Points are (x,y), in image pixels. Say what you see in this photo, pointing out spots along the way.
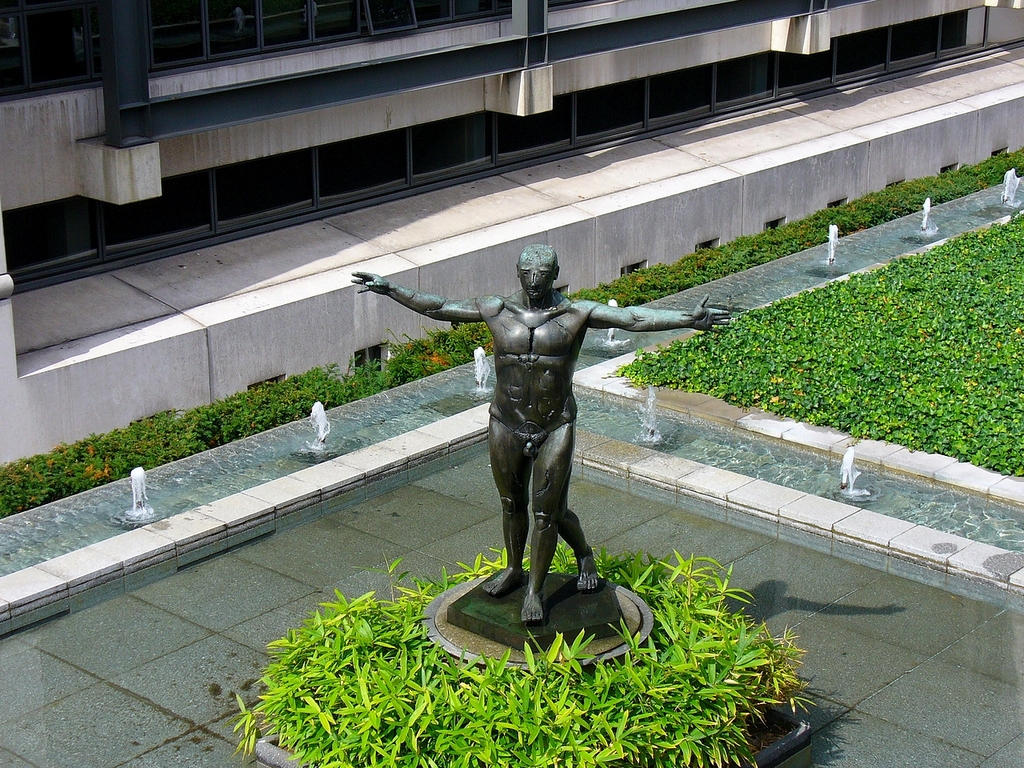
Front we can see statue (515,381). Around this statue (520,480) there is water (835,461) and plants (763,395). This is building (95,411).
